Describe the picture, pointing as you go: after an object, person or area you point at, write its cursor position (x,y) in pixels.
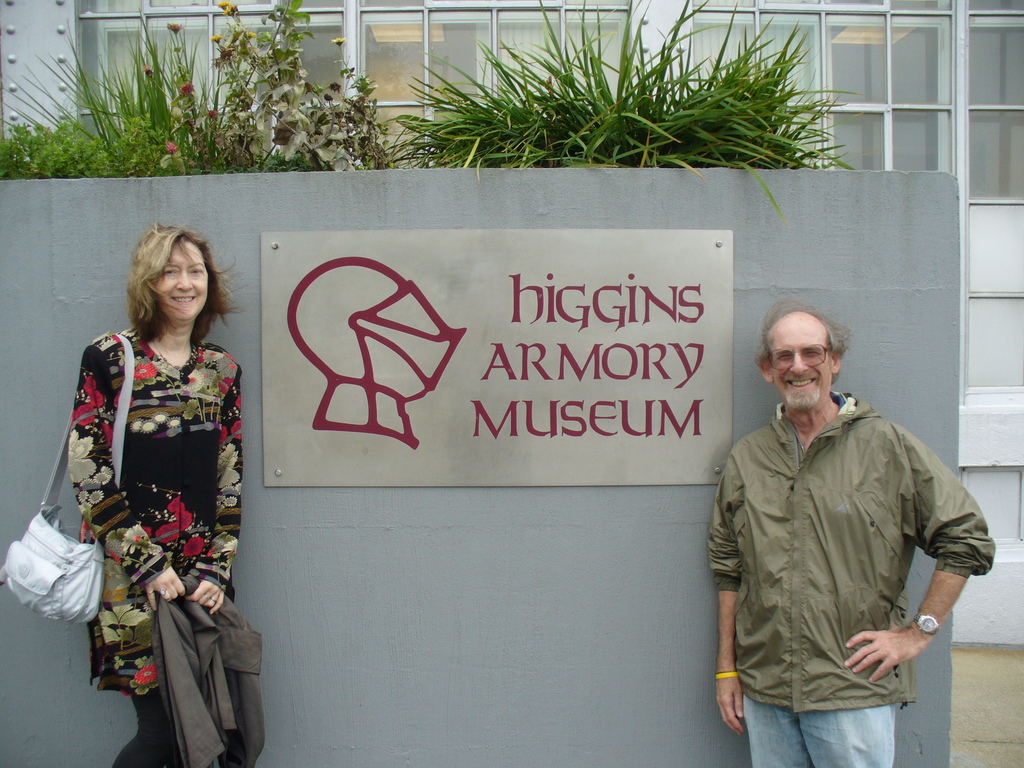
This picture is clicked outside. On the right (801,454) there is a man (770,481) wearing a jacket (851,504), smiling and standing on the ground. On the left (196,356) we can see a woman (181,305) wearing sling bag (49,540), smiling, holding an object (174,670) and standing on the floor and we can see the poster (424,309) containing the text (576,374) and the depiction of some object (392,424) and the poster (514,290) is attached to a wall like object (638,201). At the top (514,102) we can see the plants (404,126) and the grass (673,134). In the background (977,104) we can see the building (747,14).
